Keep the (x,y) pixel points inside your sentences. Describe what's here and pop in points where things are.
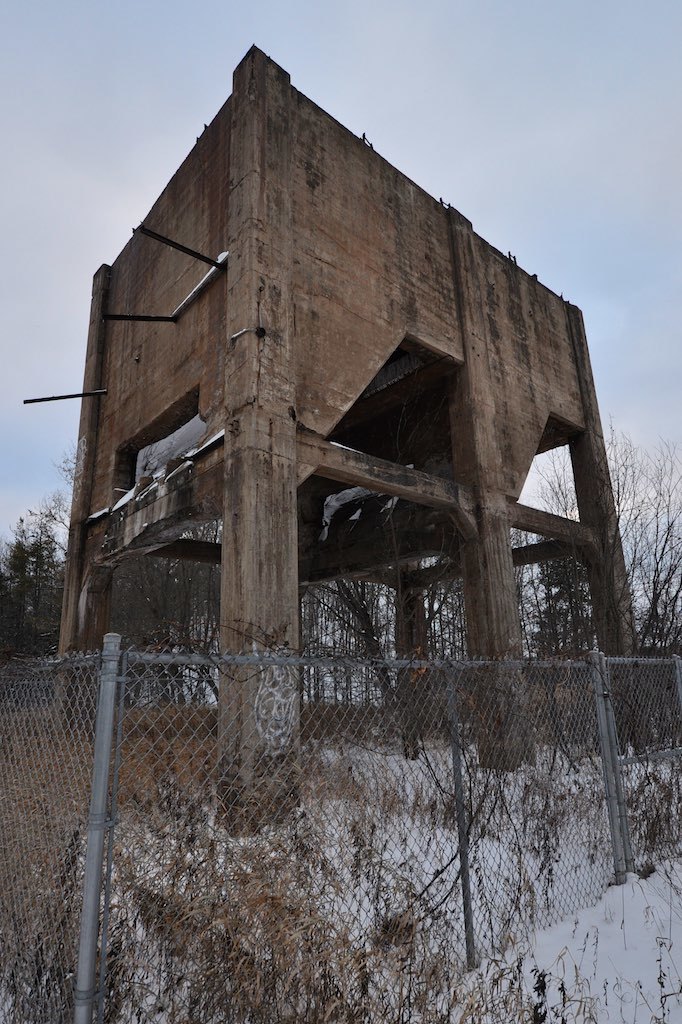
In this image in the front (348,865) there is a fence (415,896) and behind the fence (465,861) there are trees (317,650) and there is an object (251,377) which is made up of concrete (291,256) and the sky (677,120) is cloudy.
